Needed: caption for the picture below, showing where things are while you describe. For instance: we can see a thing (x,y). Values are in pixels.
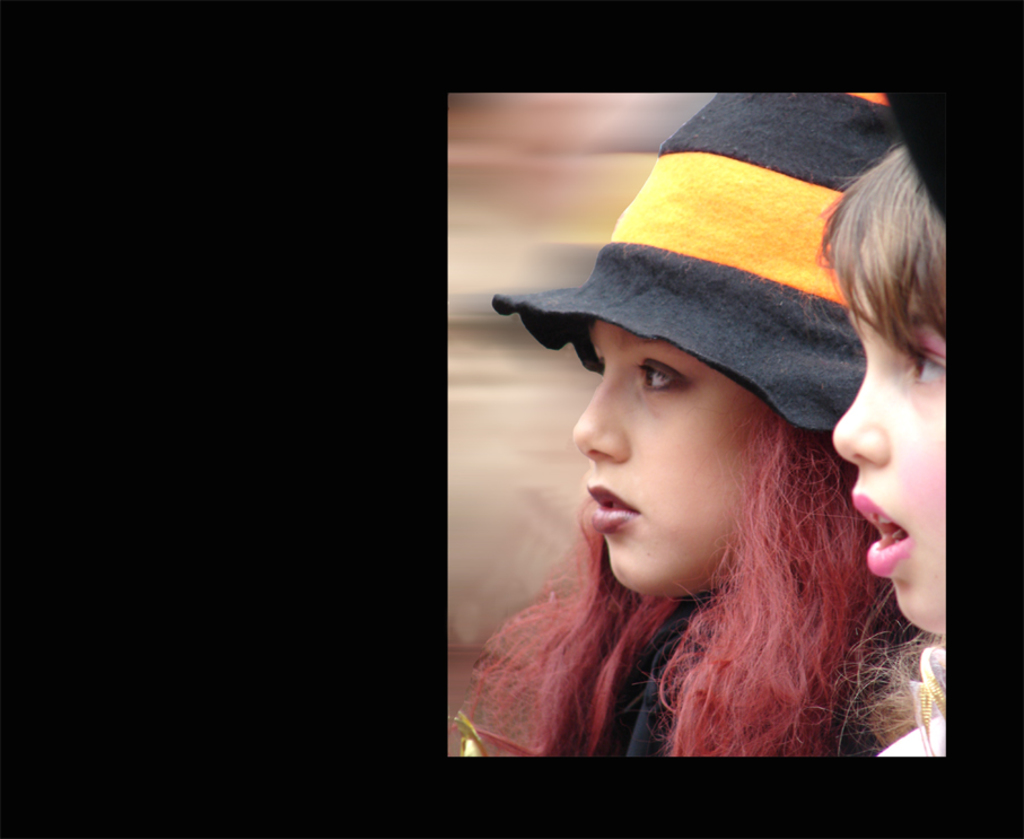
In this image we can see two girls (799,587). One is wearing a cap (657,329). In the background (310,821) it is black.
